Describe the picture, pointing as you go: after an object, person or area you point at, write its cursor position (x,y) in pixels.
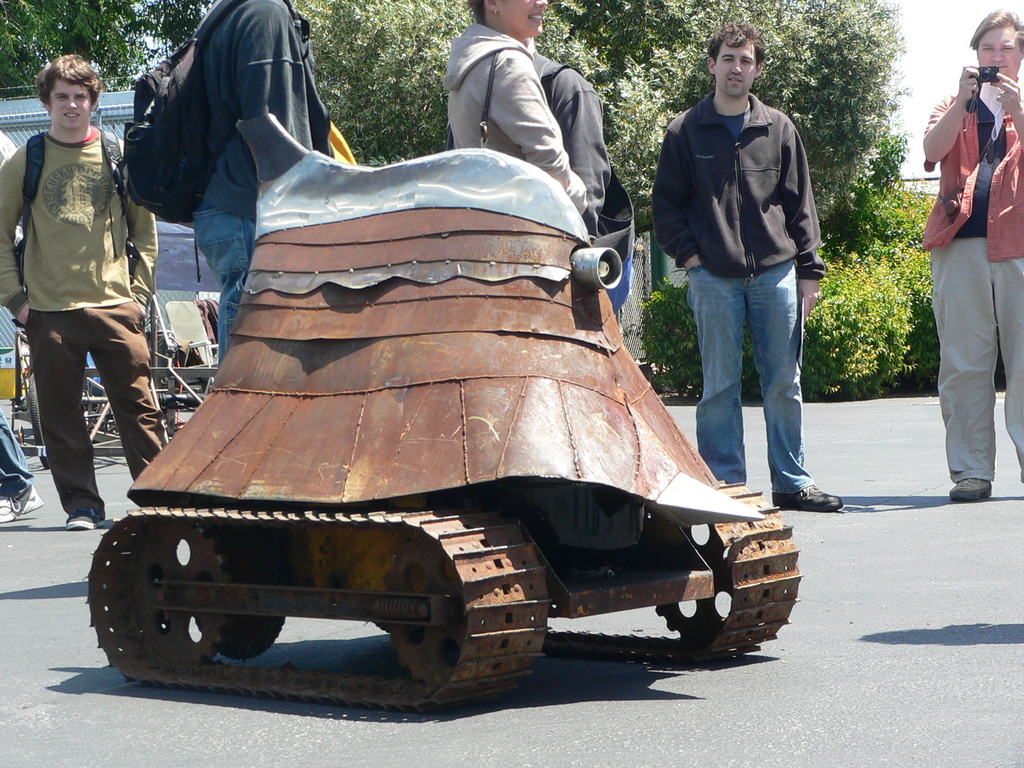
This image consists of six persons (973,161). On the left (142,198), the two men (240,105) are wearing backpacks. In the background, we can see many trees (637,154). At the bottom (653,608), there is a road (788,736). In the front (507,513), it looks like a panzer (473,494) made up of metal (399,425). On the left (182,336), there is a chair (185,320).
